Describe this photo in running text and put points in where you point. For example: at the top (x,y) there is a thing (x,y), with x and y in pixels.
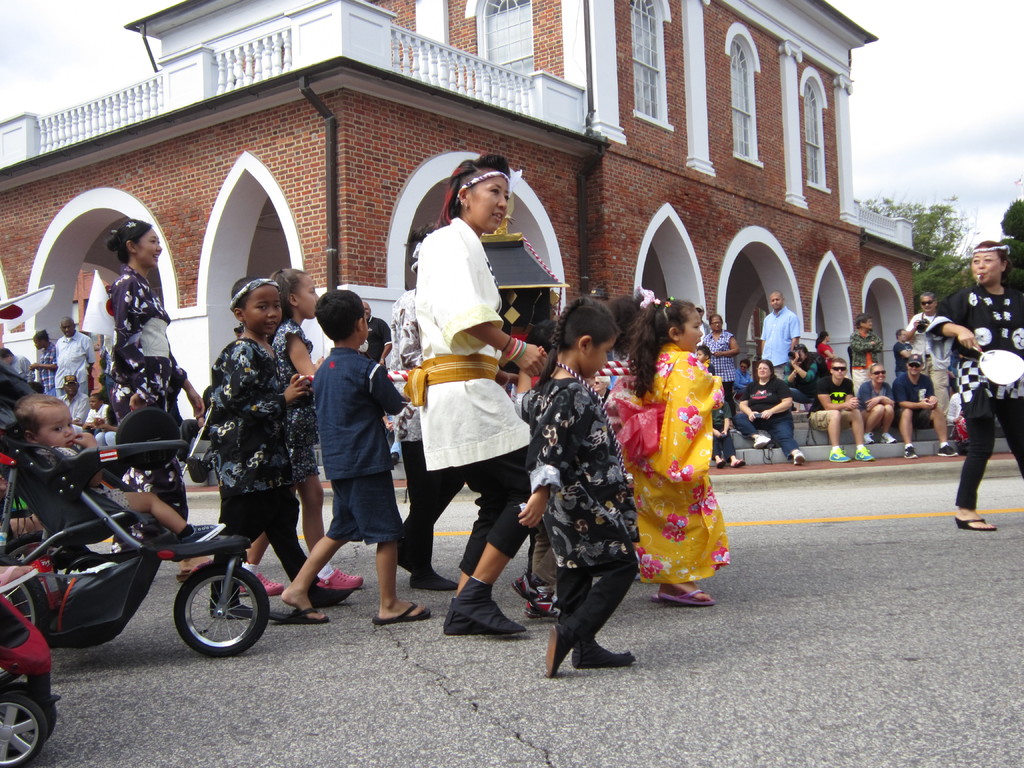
This is an outside view. Here I can see few children (349,377) and women (467,449) are walking on the road (654,708) towards the right side (814,690). On the left side (30,539), I can see a baby chair (38,554). In the background (800,359) there are few people (917,378) sitting and looking at the children (541,529) and also there is a building (707,204) which is in white and red color. On the top of the image (926,113) I can see the sky (919,119).
